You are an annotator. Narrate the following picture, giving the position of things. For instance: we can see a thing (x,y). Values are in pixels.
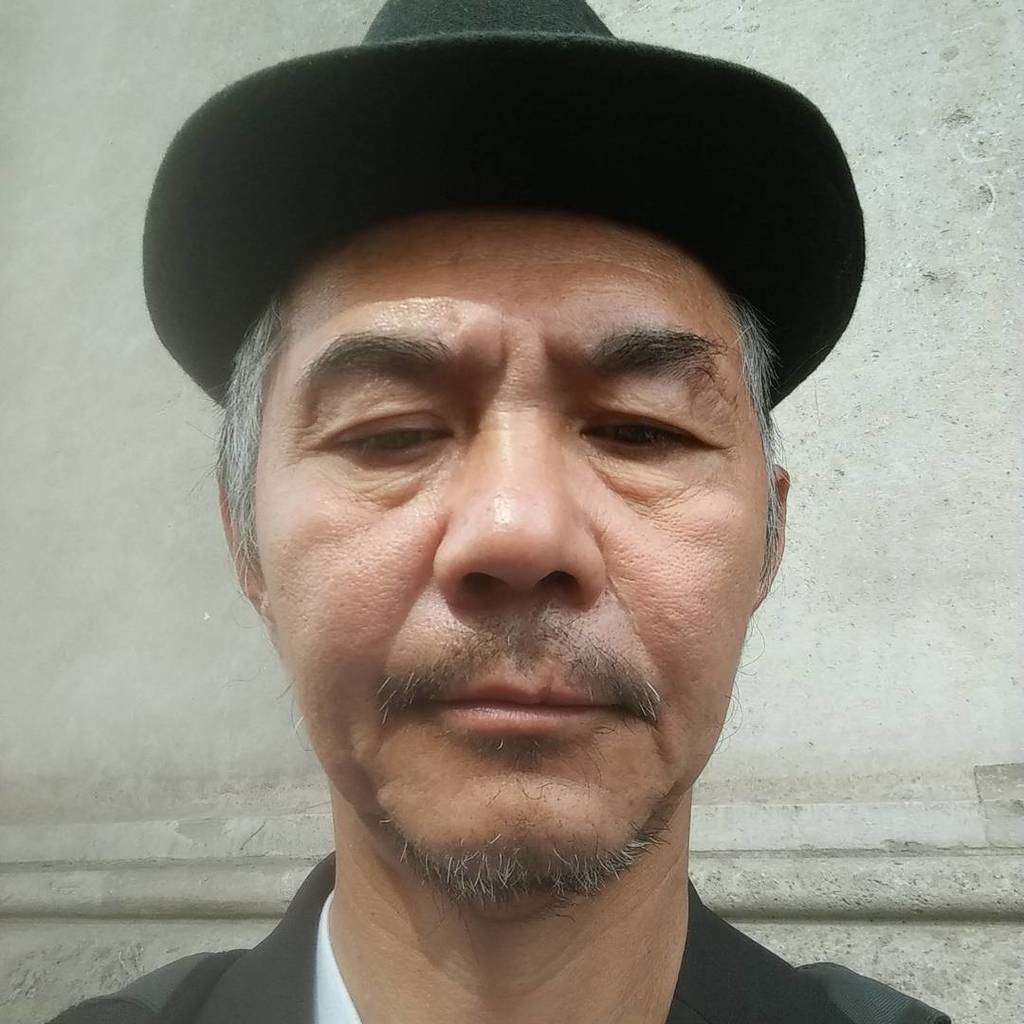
In this image we can see a person (532,716) wearing a black dress (731,961) and a black hat (518,84).
